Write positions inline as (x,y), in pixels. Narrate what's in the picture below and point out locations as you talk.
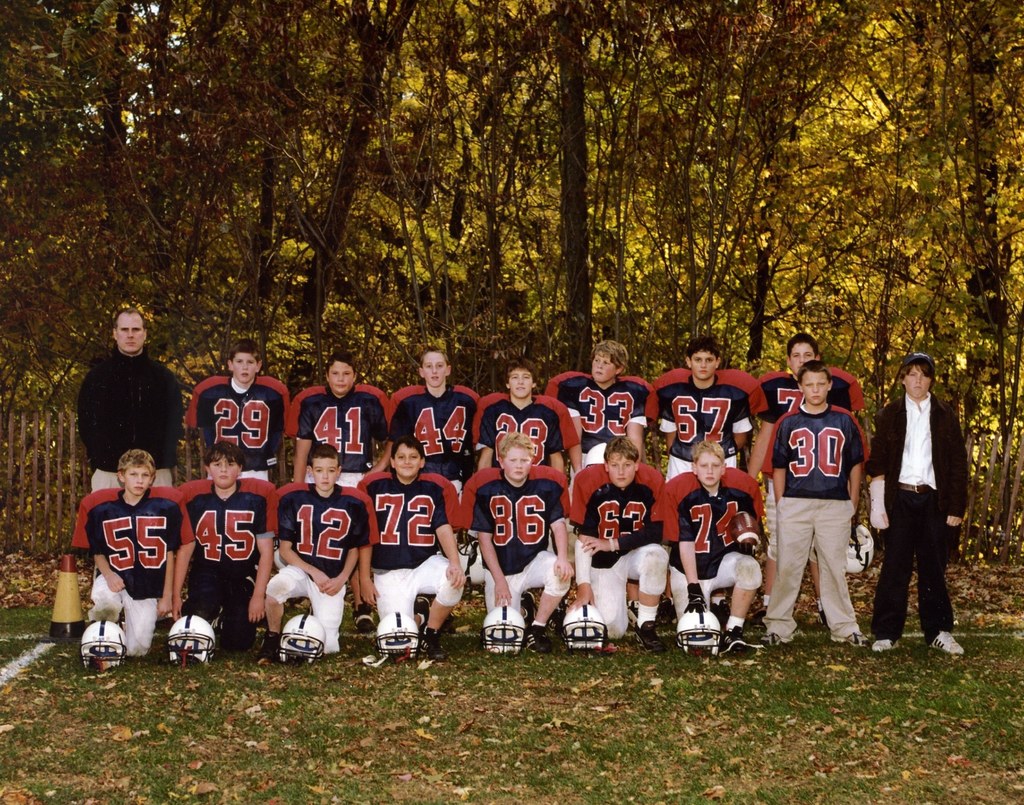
In this image we can see some people (633,391) posing for a photo, few people (252,401) are standing, few people (151,543) are in kneeling position, some helmets (105,650) on the ground (54,658), one safety pole (71,622), two person's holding helmets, some trees (349,77) in the background (566,268), some grass (72,660) and dried leaves (1001,776) on the ground (136,709).
